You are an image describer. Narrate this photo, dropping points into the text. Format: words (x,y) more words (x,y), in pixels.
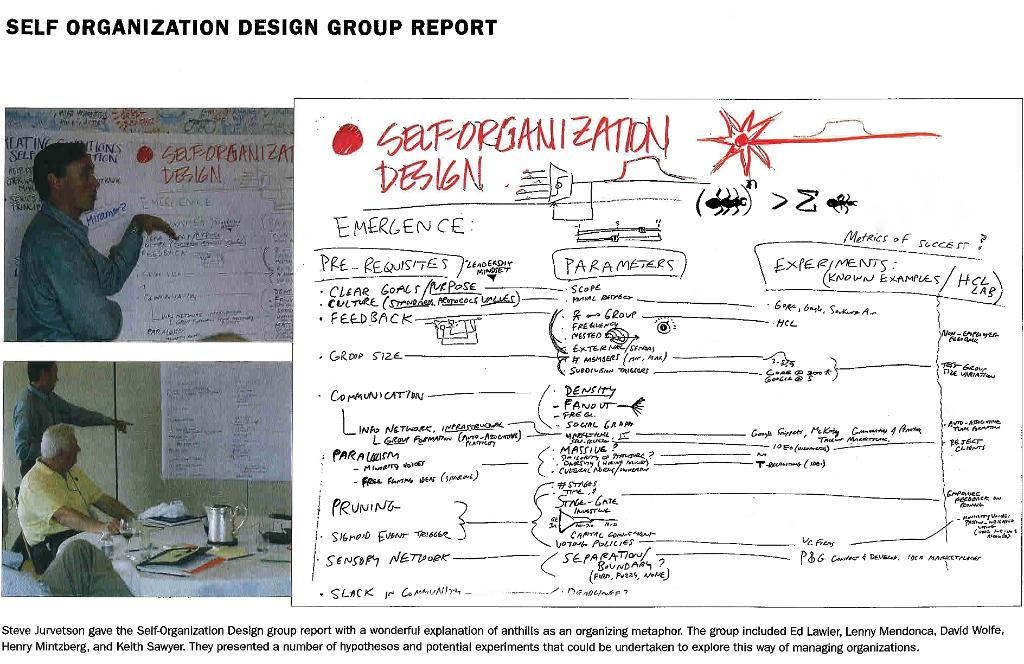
Here we can see collage of pictures, in this picture we can see a man (79,222) standing, in the background (220,204) there is a board (220,204), we can see hand written text (209,253), in this picture we can see two persons (79,509) sitting and a man (48,418) standing, we can see table (225,579) here, there is a kettle (217,513), some files (181,561) and a glass (126,522) present on the table (257,570), on the right side (775,381) there is hand written text (578,335).
